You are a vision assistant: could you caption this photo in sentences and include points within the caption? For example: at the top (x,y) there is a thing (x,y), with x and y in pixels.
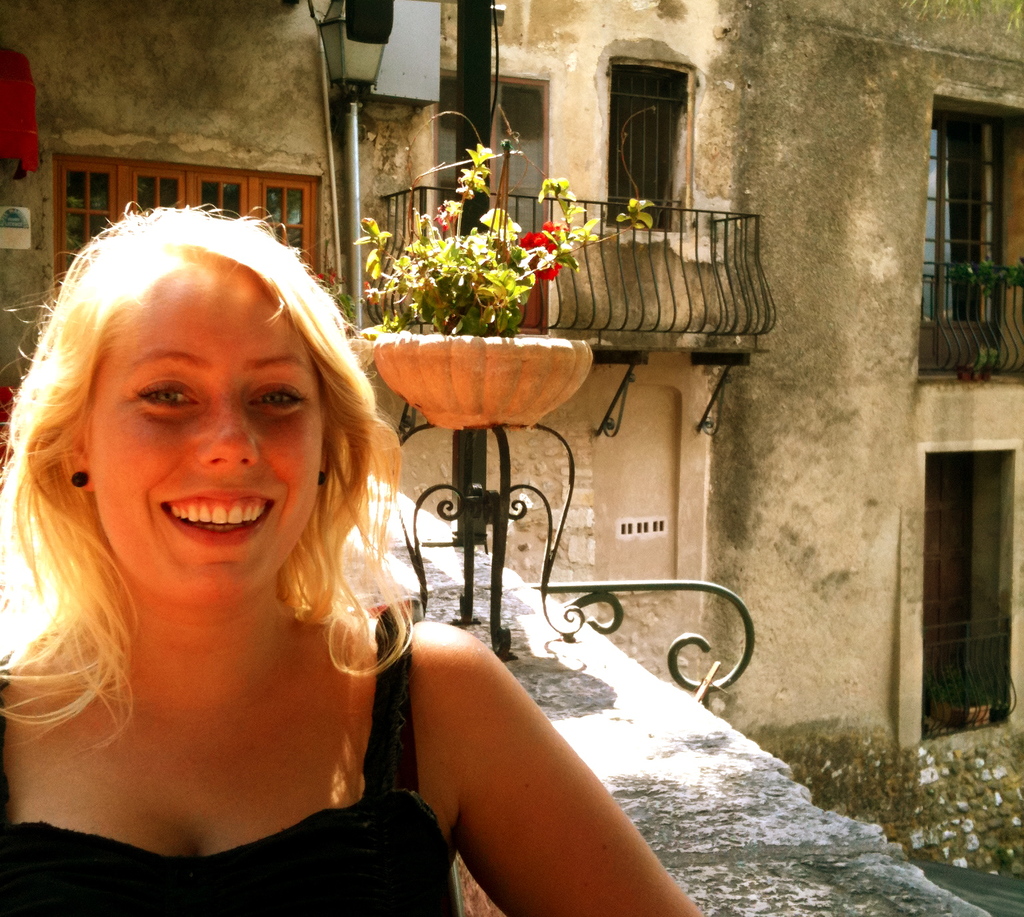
In this image we can see a lady (74,713). Near to her there is a wall (636,758). On the wall (687,830) there is a stand (503,493). On the stand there is a pot (522,340) with a plant (465,160). In the back (336,109) there is a building (724,132) with windows (654,132), door (515,98) and railing (593,224).
